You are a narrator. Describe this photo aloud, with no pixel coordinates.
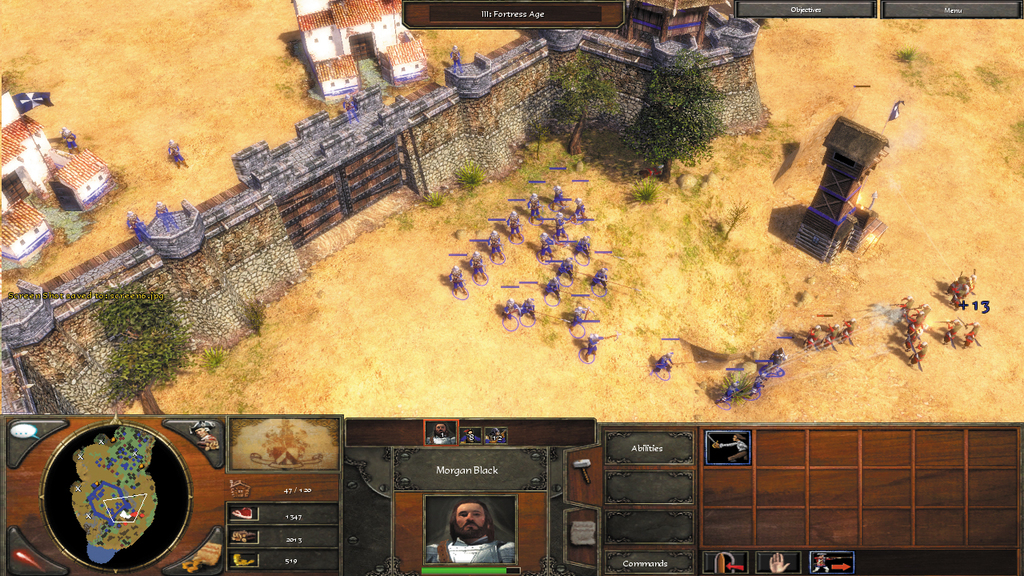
In this picture, it seems like a screenshot of a video game.
